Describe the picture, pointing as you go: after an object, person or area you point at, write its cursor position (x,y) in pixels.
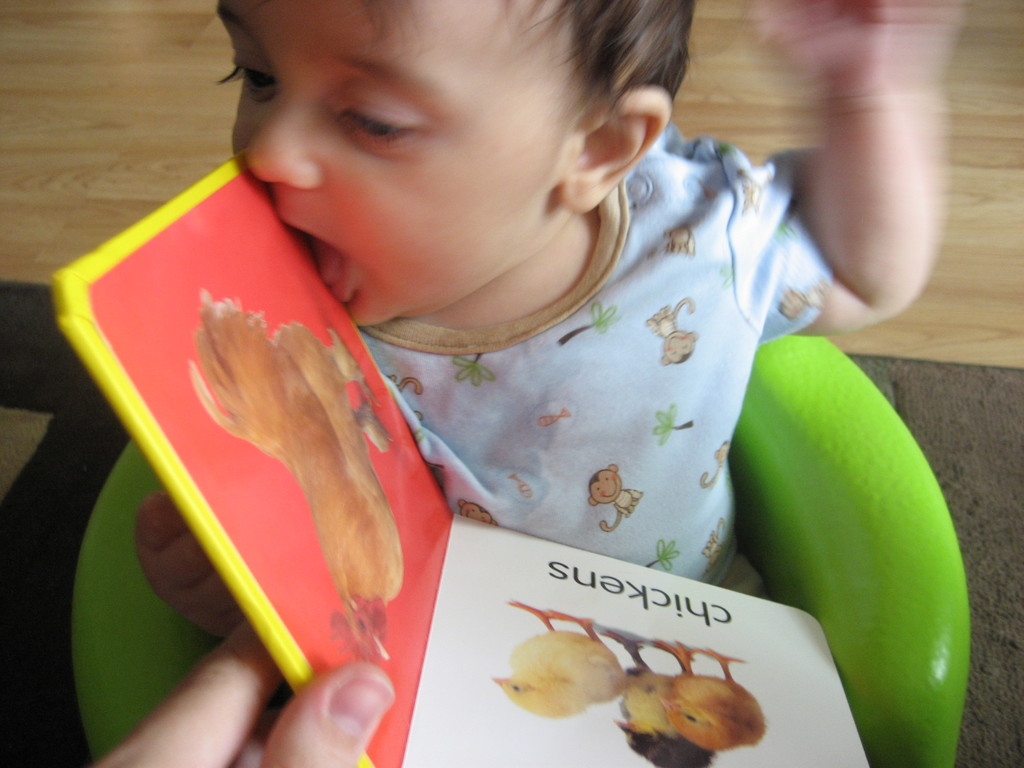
In this picture I can see there is a kid (481,514) sitting in a green chair (917,749) and there is a person (339,717) holding a book (286,421) in front of the kid (330,81) and the kid (342,260) is licking the book (122,264). There is a wooden floor (94,169) in the backdrop (107,84).
